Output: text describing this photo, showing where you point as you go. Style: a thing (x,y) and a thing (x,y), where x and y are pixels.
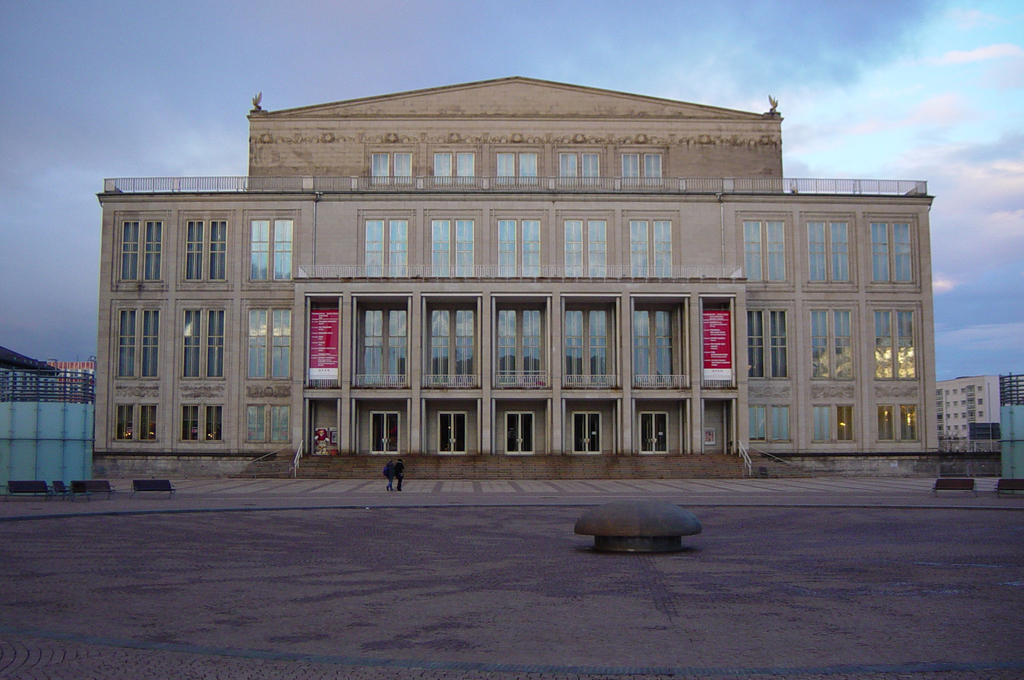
In this image there are two persons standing in middle of this image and there is a building (517,341) in the background (460,341). There is a sky (231,78) at top of this image (283,66) and there is a ground (394,608) at bottom of this image (442,642).
